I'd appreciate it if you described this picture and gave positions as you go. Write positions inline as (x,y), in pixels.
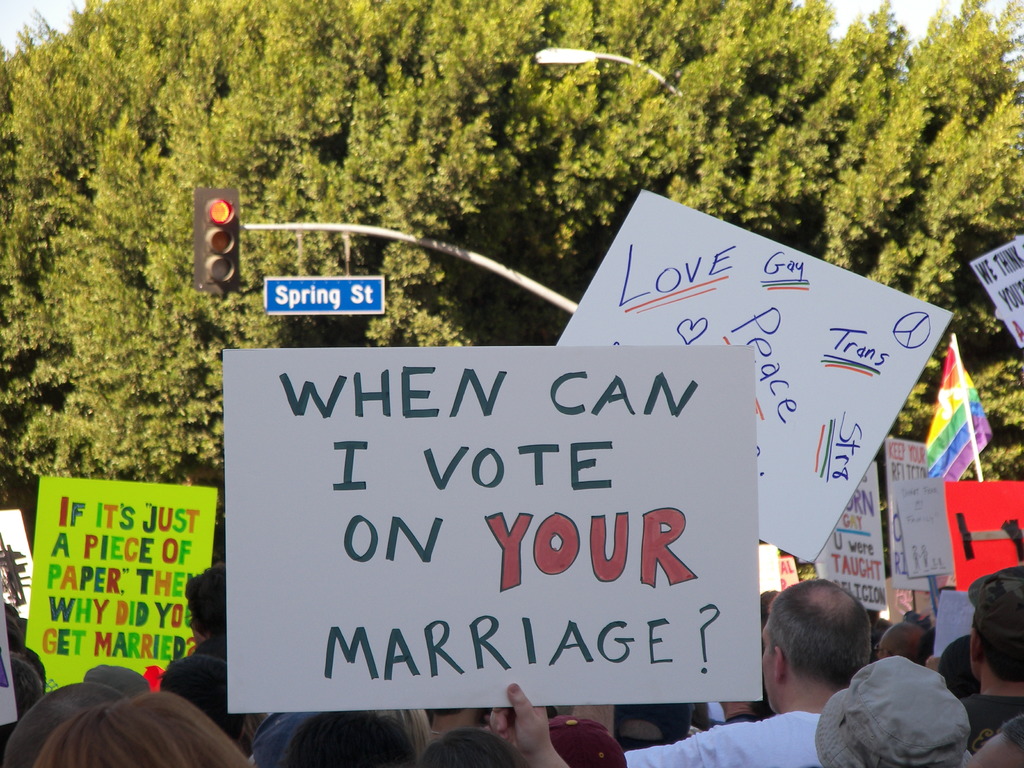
In this image we can see there are few people (800,625) holding some banners (331,466) with some text (466,640) on it. In the background (406,287) there is a signal pole (229,229) and trees (406,179).
